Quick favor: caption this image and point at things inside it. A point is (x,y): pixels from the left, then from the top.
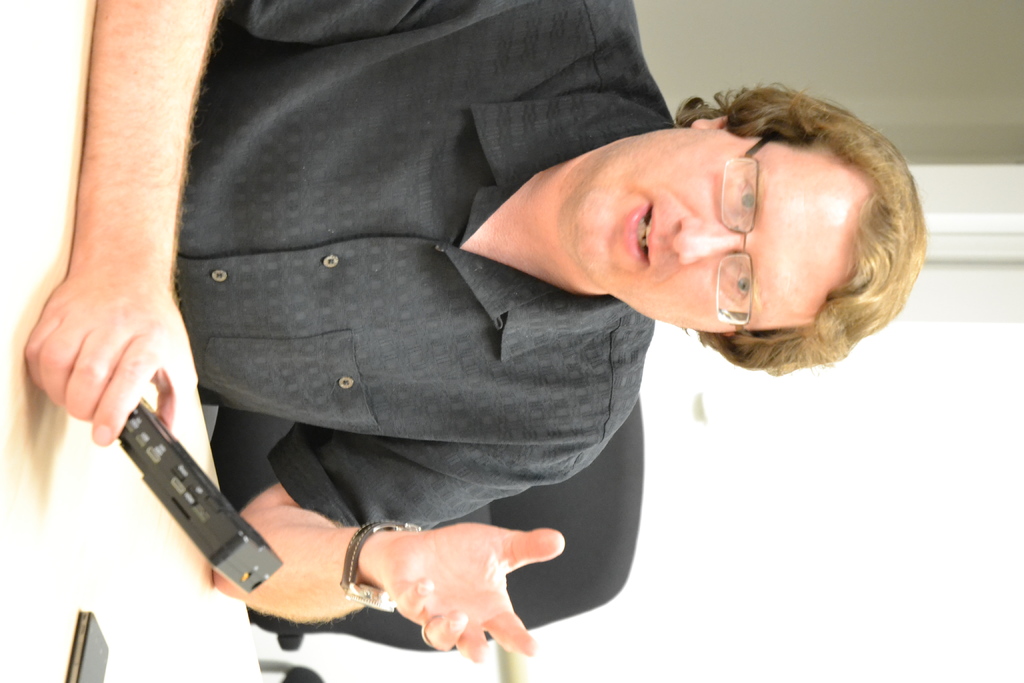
In this picture we can see a man (583,449) is sitting on a chair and the man (124,330) is holding an object (182,503). In front of the man (499,307) there is a table (74,426) and behind the man (295,293) there is a wall (929,47).
